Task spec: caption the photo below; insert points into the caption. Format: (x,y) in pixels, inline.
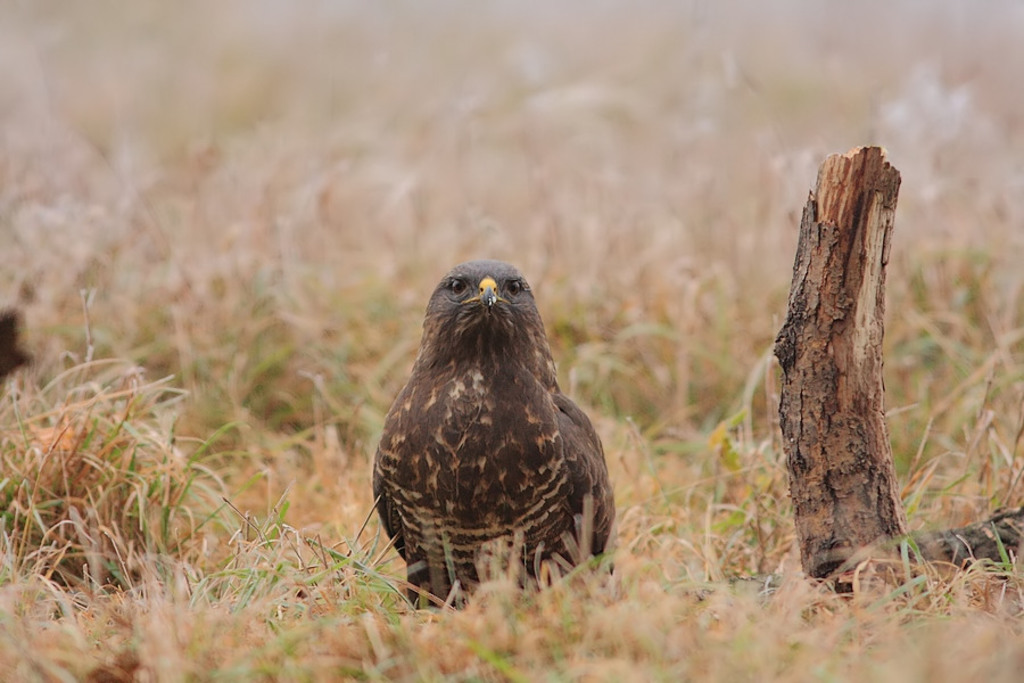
In this image a bird (457,485) is standing on the grassland (754,566) having a wooden trunk (865,544).
